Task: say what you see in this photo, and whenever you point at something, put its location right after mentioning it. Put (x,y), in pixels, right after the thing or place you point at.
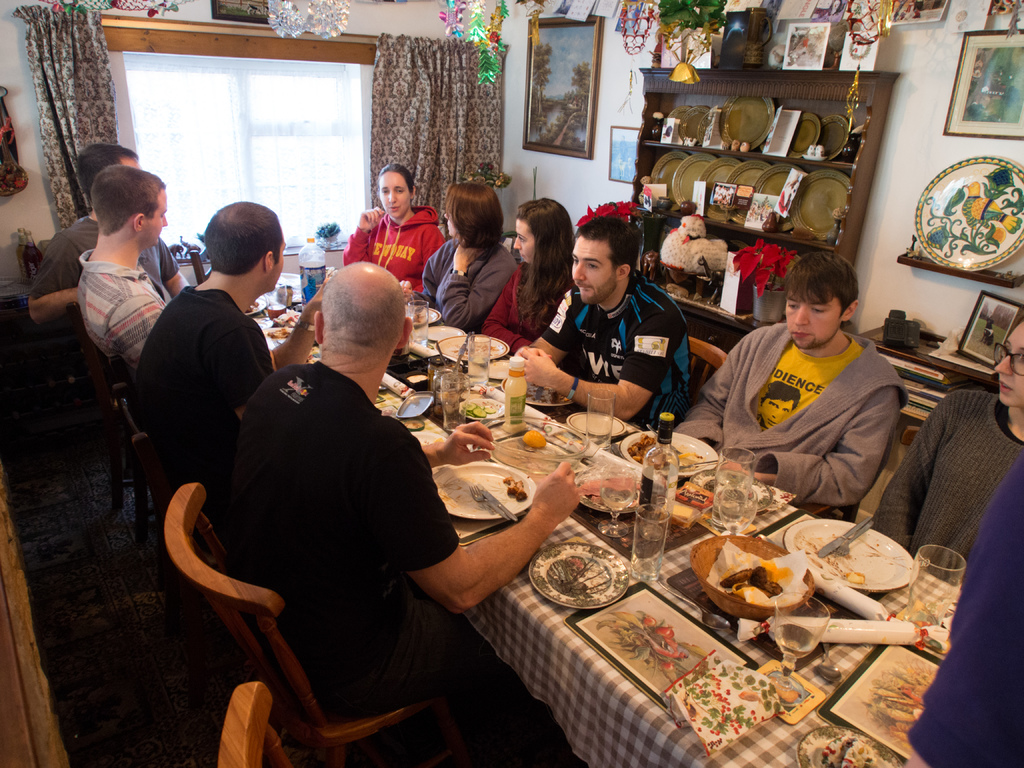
In this Image I see number of people (40,290) who are sitting on chairs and there are tables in front of them on which there are many things (613,405), In the background (190,219) I see the window (329,222), curtains (379,202), decoration (146,7), rack (664,69) full of plates (827,157) and other things (828,56), photo frames (544,107) on the wall (900,86) and books (925,399) over here.
